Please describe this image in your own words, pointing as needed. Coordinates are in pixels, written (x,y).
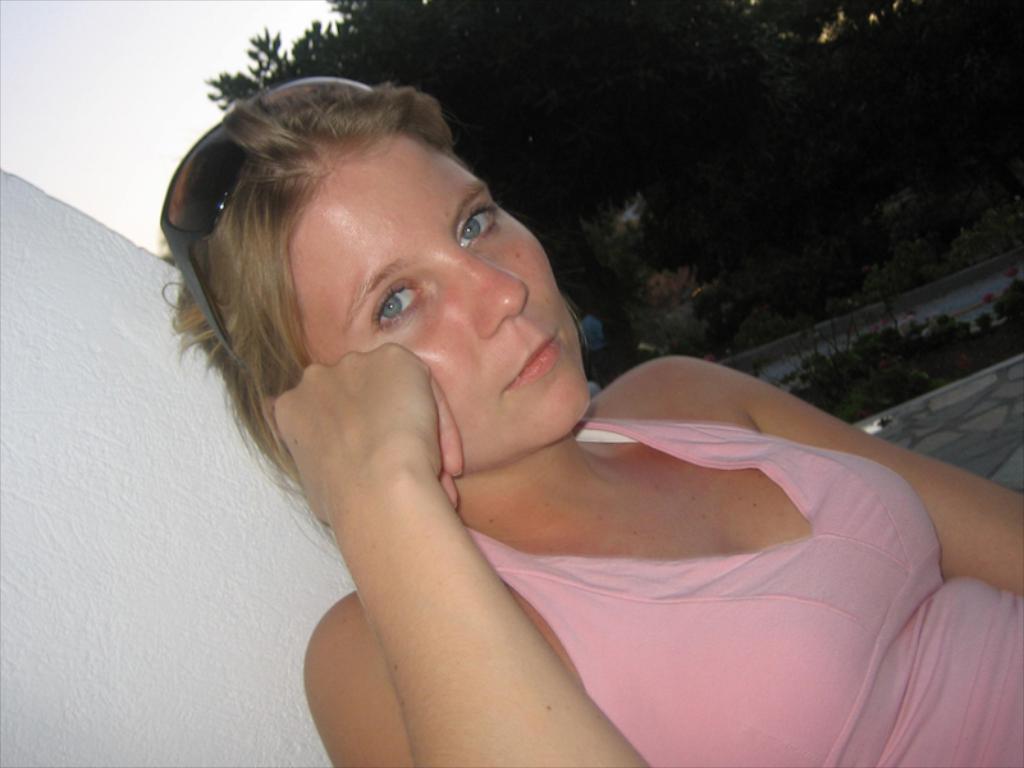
In this picture we can see a woman (622,560) in the front (615,554), in the background (901,189) there are some trees (823,128) and plants (851,352), we can see the sky (94,103) at the left top of the picture (137,91).
